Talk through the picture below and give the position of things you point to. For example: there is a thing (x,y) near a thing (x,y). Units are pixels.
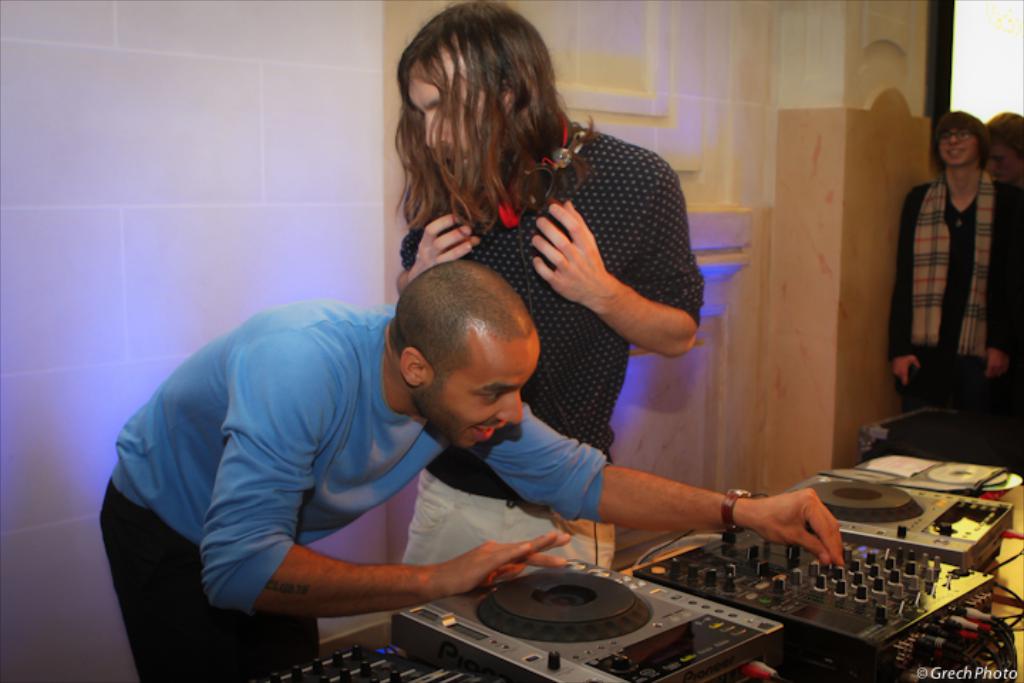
In this image, there are four persons (668,304) standing. At the bottom of the image (666,631), I can see the electronic devices (827,574) with cables (928,648), which are placed on an object (1017,563). At the bottom right corner of the image (939,680), there is a watermark (994,676). In the background (798,190), there is a wall (161,278).
